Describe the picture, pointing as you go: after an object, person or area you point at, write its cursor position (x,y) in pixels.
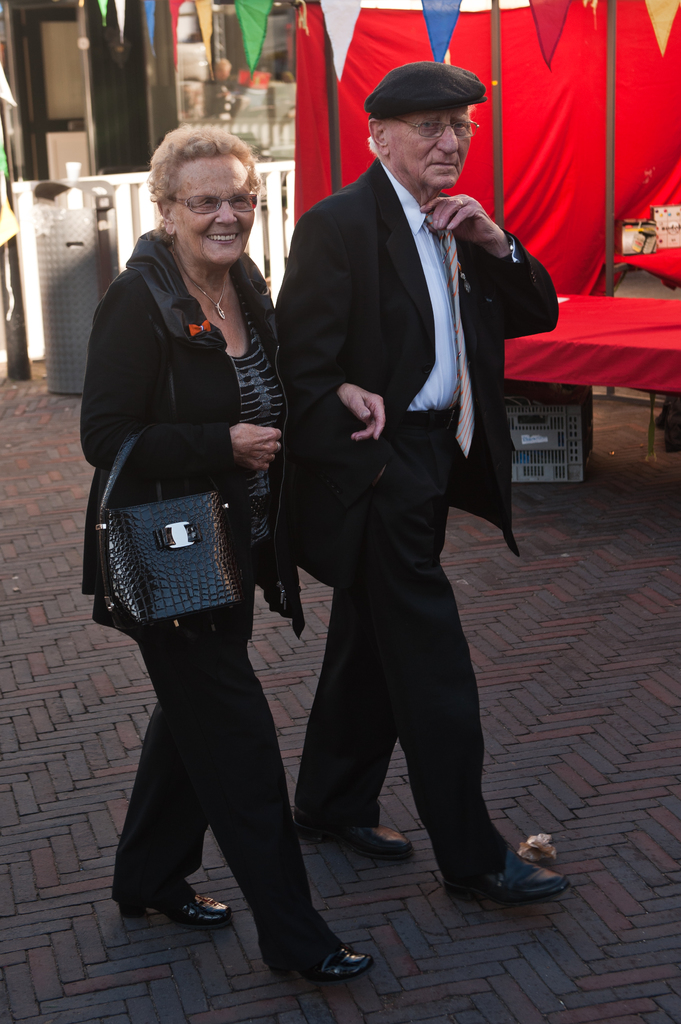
There are two old people (255,401) walking here. One of them was smiling. One of the guy (397,280) is man (394,425) and the other is a woman (191,219), holding a bag (163,554). In the background (406,42) there is a red colored cloth (458,62) and some decorative items (122,18) across the cloth (584,27).
